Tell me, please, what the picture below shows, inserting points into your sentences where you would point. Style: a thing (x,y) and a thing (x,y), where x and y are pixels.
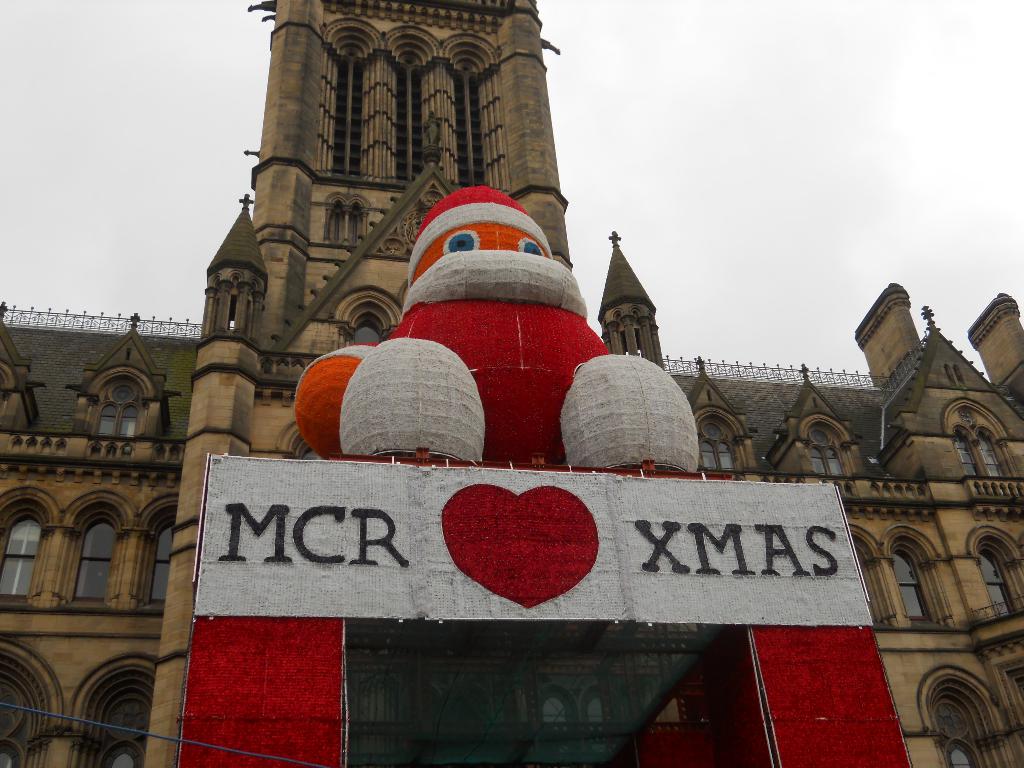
In this image we can see the Christmas decoration (492,467) which is in red and white color which is in front of the castle (29,552). In the background (192,72), we can see the plain sky (11,297).
